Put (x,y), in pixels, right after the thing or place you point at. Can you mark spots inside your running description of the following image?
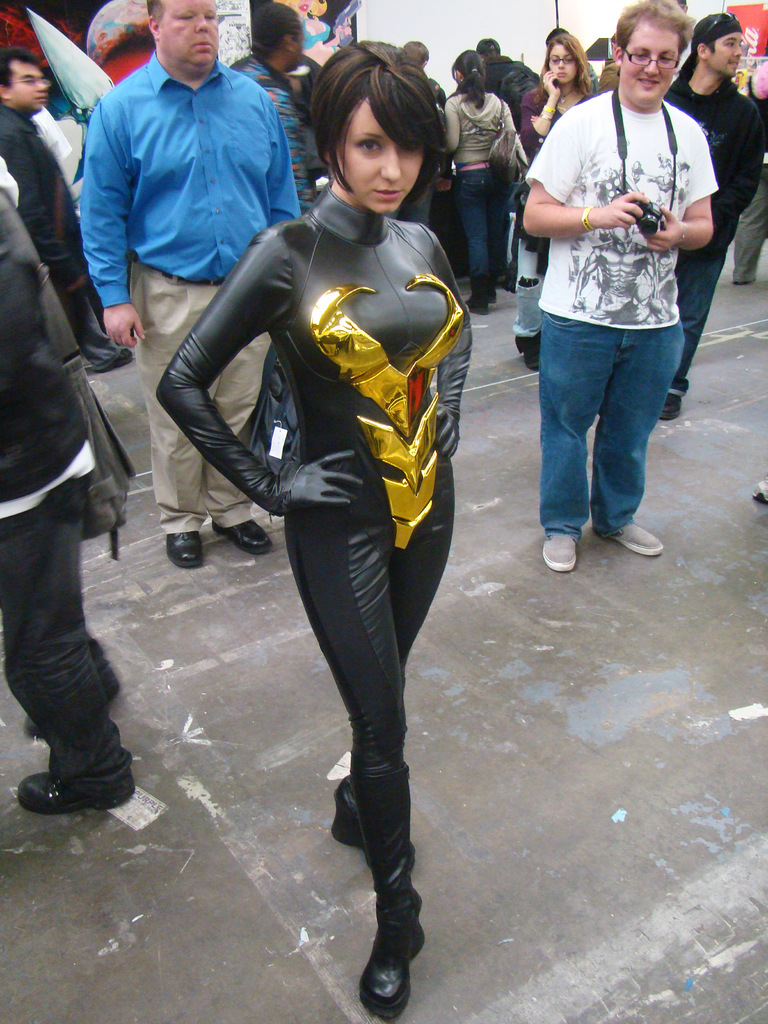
In this image I can see group of people (439,438) standing, the person (398,427) in front (388,423) wearing black and gold color dress (425,388). Background (638,229) I can see the other person (690,140) holding the camera (648,206) and I can see the wall (463,35) in white color.
